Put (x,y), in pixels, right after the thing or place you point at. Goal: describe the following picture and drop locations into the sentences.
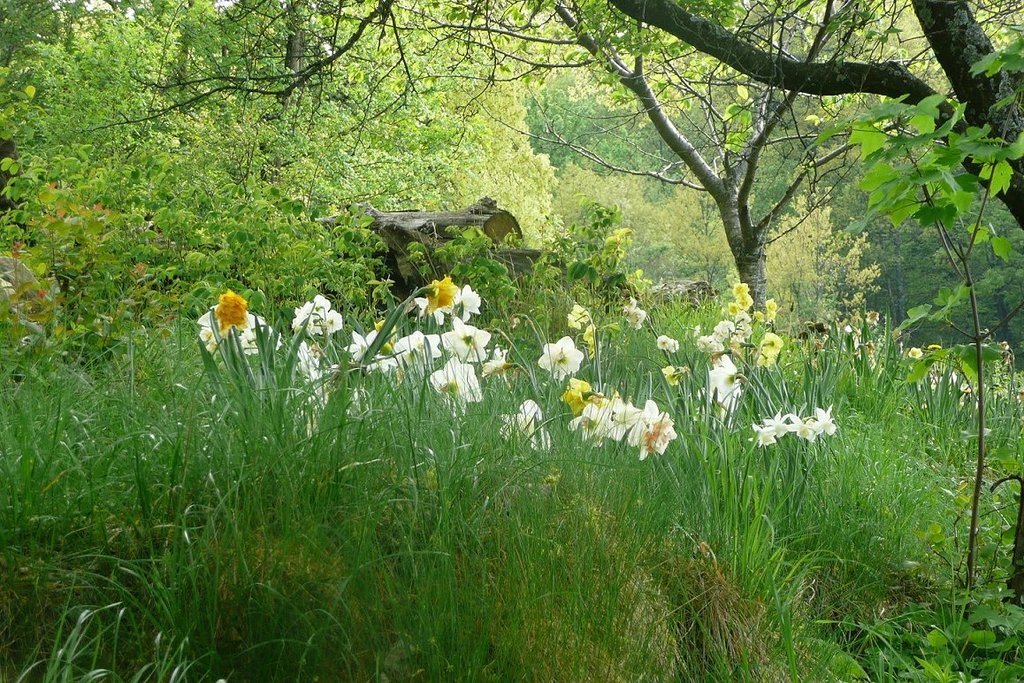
In this picture we can see grass (423,532) at the bottom (585,574), there are some flowers (683,366) here, in the background (664,274) there are some trees (647,85).
